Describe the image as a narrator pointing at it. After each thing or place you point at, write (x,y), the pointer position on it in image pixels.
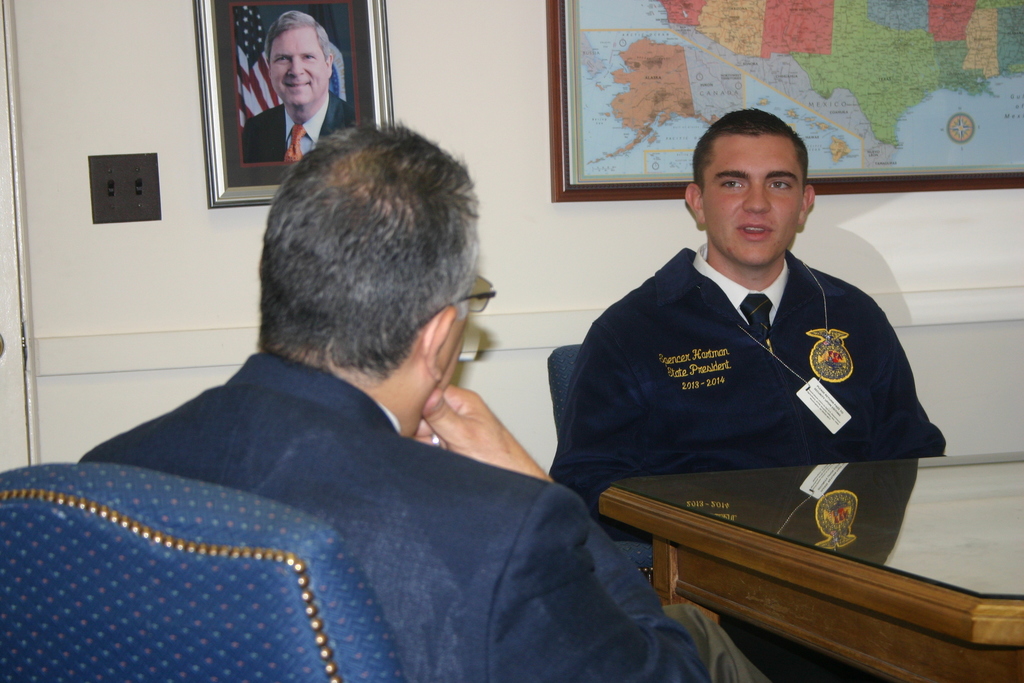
In this picture, there are two people (702,469) talking with each other, they have a table (853,521) in front of them and in the backdrop (687,61) there is a map (1009,90) and a photo frame (223,91).
